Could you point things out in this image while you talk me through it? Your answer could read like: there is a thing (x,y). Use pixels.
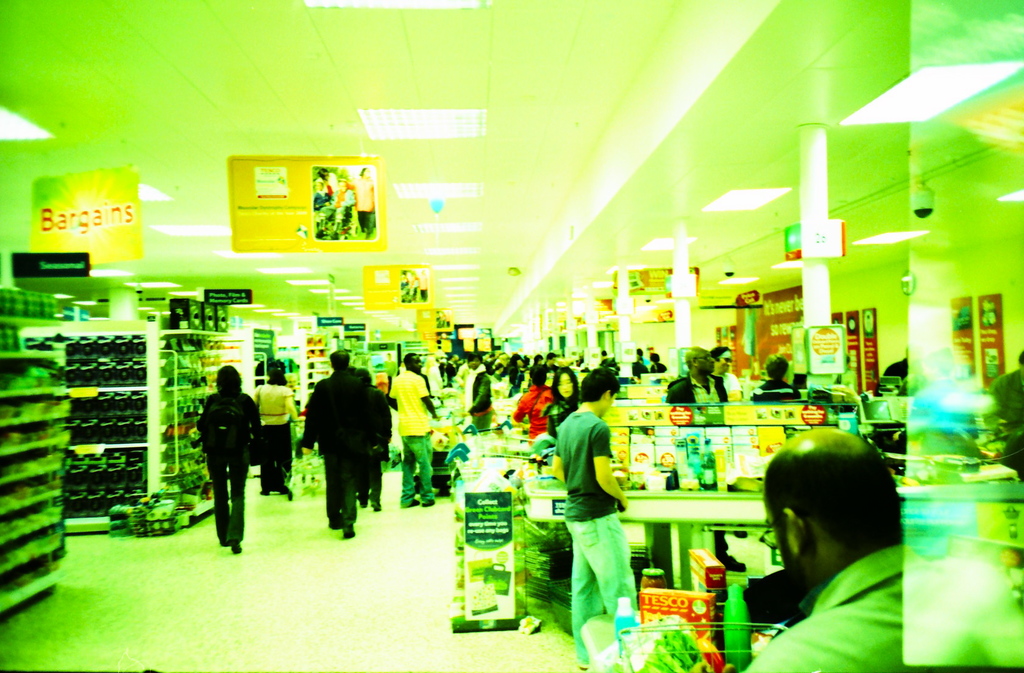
In This picture there are many people (392,423) it seems like a shopping mall (451,569). There are number of counters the persons (860,582) stands beside the counters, there is lot of stuff groceries (134,342) arranged all over. There is some banners (287,194) hanging over from the ceiling (368,262). To the ceiling (452,215) there are light bulbs (409,123) attached there are some pillars (813,189) in the shopping mall (810,306).
